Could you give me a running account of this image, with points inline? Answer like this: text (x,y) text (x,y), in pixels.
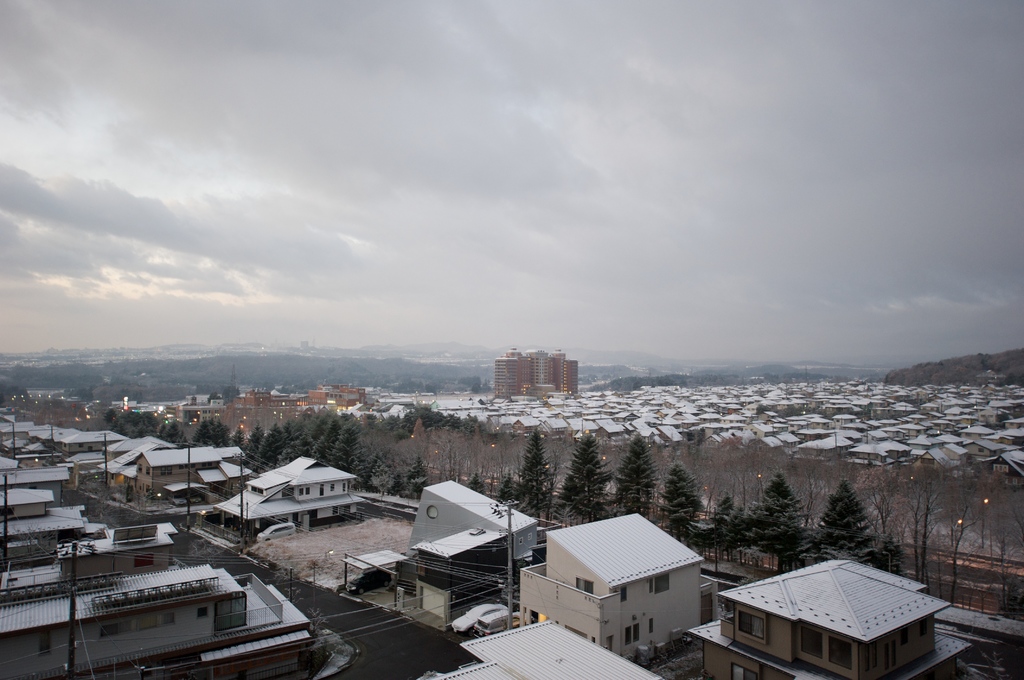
This image is taken outdoors. At the top of the image (154,189) there is a sky (112,123) with clouds (338,143). In the background (263,358) there are a few hills (232,361). In the middle of the image (505,357) there is a building (529,366) and there are many houses (910,426) with walls (565,599), windows (819,649), doors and roofs (817,601). There are a few poles (510,541) with wires (510,555) and there are many trees (399,441) and plants (470,442).
